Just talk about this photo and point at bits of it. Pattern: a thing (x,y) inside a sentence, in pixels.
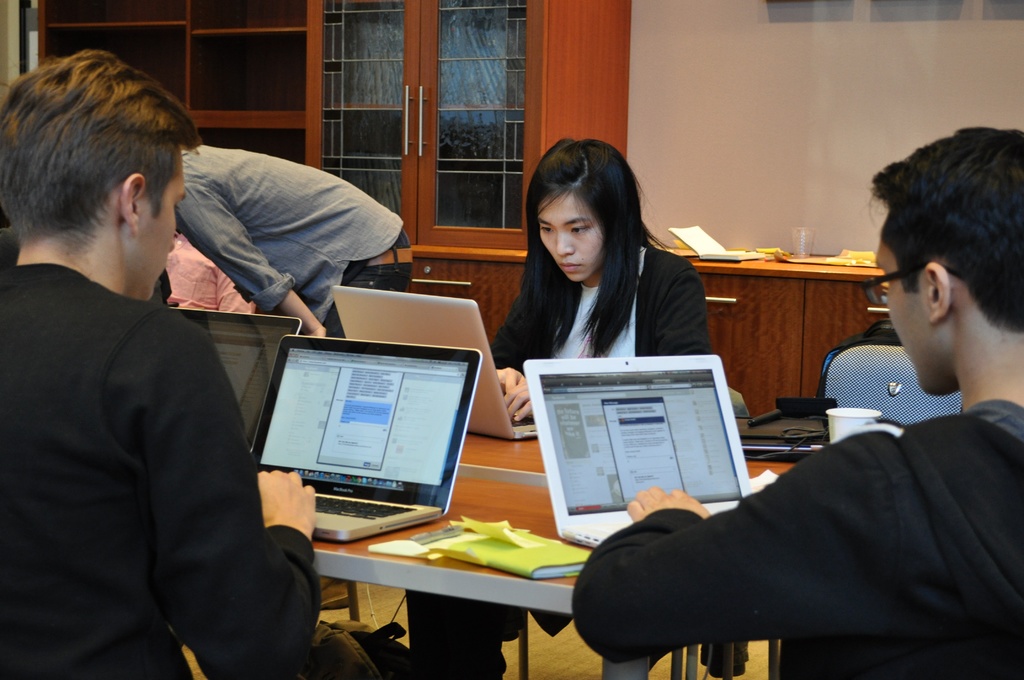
This image consists of few persons (105,450). In the front (221,422), we can see three persons (229,422) sitting and using laptops (354,516). In the middle (479,450), there is a table (475,505). In the background (684,113), there are cupboards (450,236) and a wall (775,178).
